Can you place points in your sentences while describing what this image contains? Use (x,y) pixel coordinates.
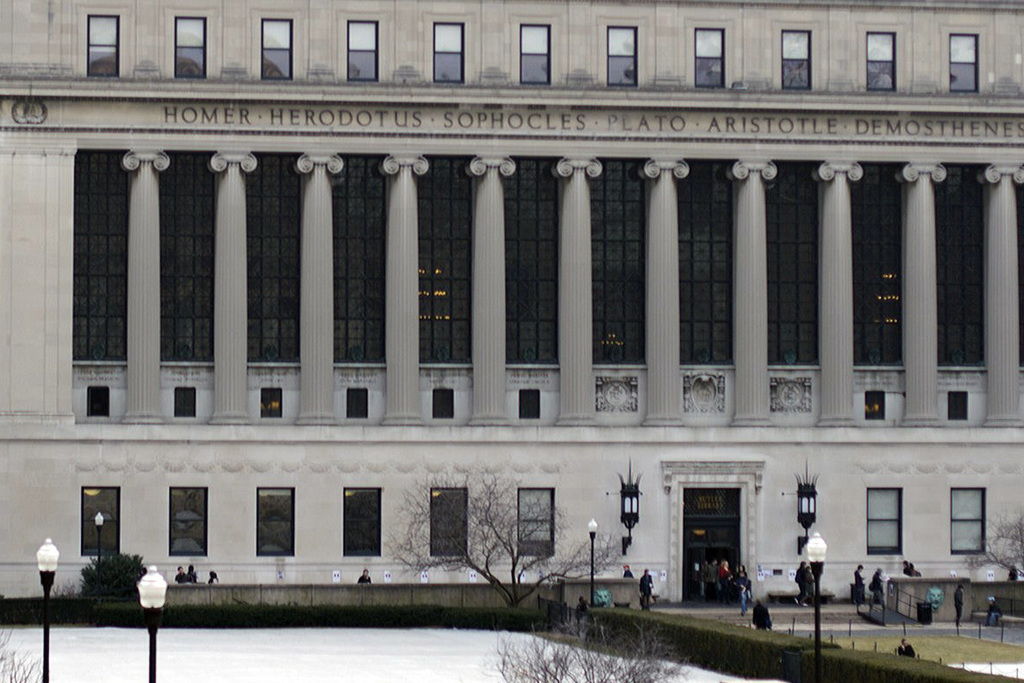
In the foreground of the picture (748,596) there are street lights (815,542), trees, plants (623,634), people (960,611), wall (942,616) and other objects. In the center of the picture (384,295) there is a building (369,315) with huge pillars (139,283), windows (430,296) and door (691,512).
